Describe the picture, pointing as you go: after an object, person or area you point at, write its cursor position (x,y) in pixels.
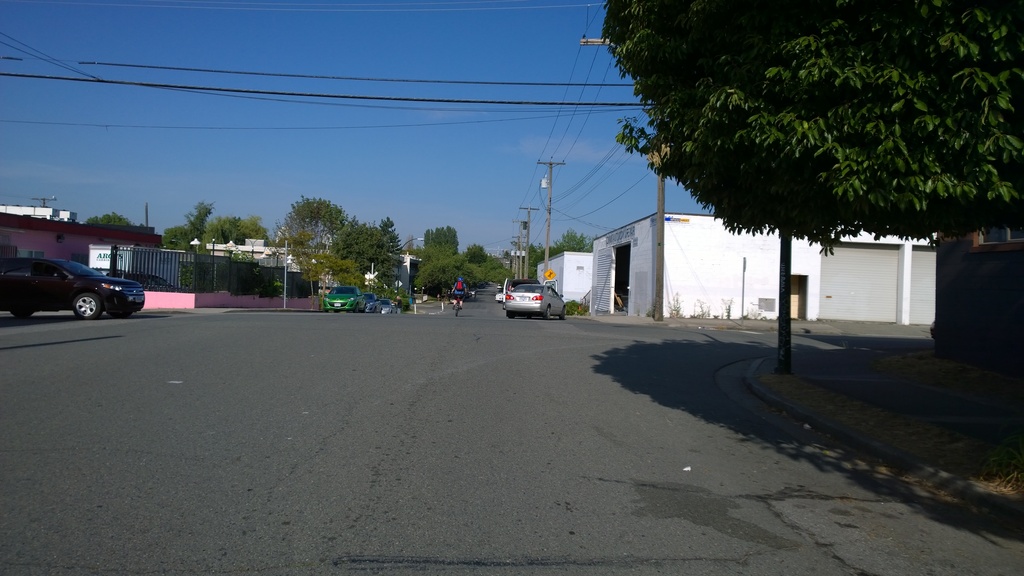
In this image on the right side (830,283) and left side (325,231) there are some trees (382,261), houses (891,250), buildings (608,290), poles (517,258) and wires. And at the bottom (274,486) there is a road (566,485), on the road (558,357) there are some cars (515,316) and one cycle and one person (455,296) is sitting on a cycle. On the top of the image (191,70) there are some wires (176,86).
